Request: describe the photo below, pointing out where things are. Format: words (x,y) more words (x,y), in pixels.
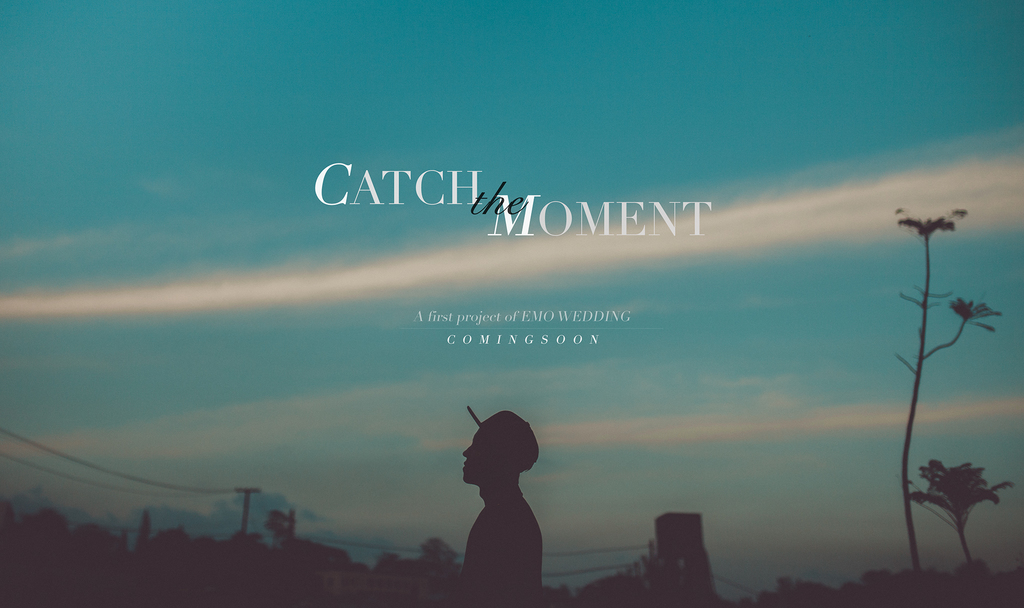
In front of the image there is a person (537,537). In the background of the image (661,591) there are trees (21,585), buildings (705,566), electrical poles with cables (43,449). At the top of the image (361,132) there are clouds (257,284) in the sky (270,394). There is some text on the image.
